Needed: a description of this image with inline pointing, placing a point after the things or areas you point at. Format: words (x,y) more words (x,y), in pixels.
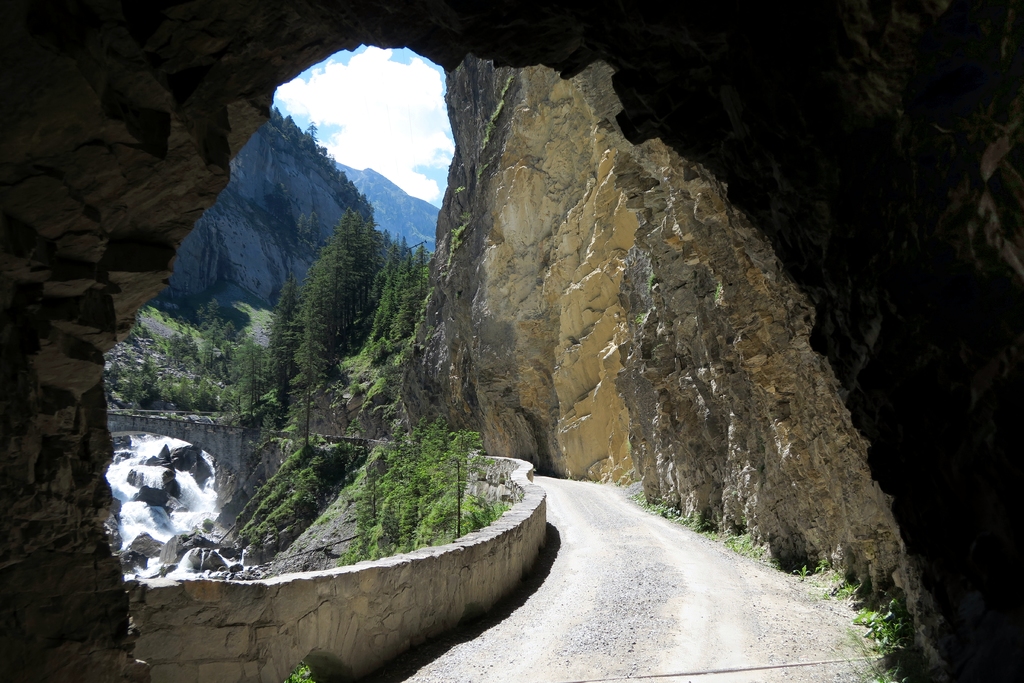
In this image we can see there is an arch (44,302) with rock (770,214) and a road (756,572). On the right side of the image (758,415) there is a mountain (683,350) and left side of the image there is a waterfall (185,498). In the background (373,296) there are trees (392,290), mountains (322,181) and the sky (417,178).
